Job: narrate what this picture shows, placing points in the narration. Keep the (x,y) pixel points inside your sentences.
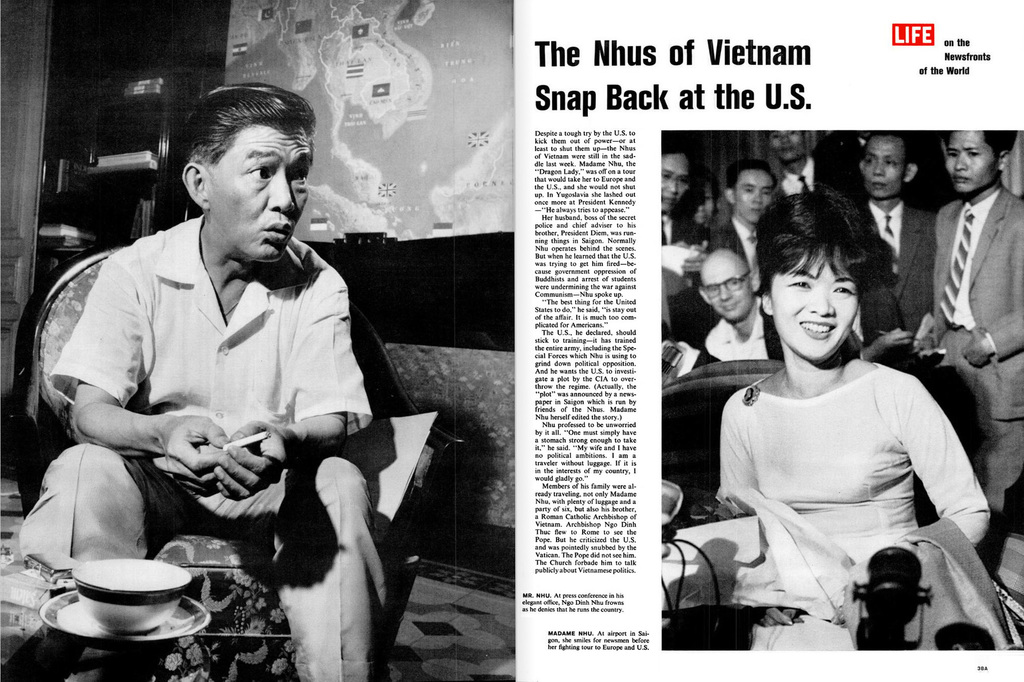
This is an edited image. On the left (226,292) we can see the picture of a person (197,430) holding some object (238,444) and sitting on the chair (408,527) and we can see there are some objects (133,609) placed on the top of the table (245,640). On the right (868,412) we can see a woman (811,383) seems to be sitting. In the background (680,238) we can see the group of persons (989,383) wearing suits (984,399) and standing and we can see the poster (406,84) on which some pictures (394,59) are printed and there are many number of objects (114,117) in the background (147,59) and we can see the text (611,356) on the image.
